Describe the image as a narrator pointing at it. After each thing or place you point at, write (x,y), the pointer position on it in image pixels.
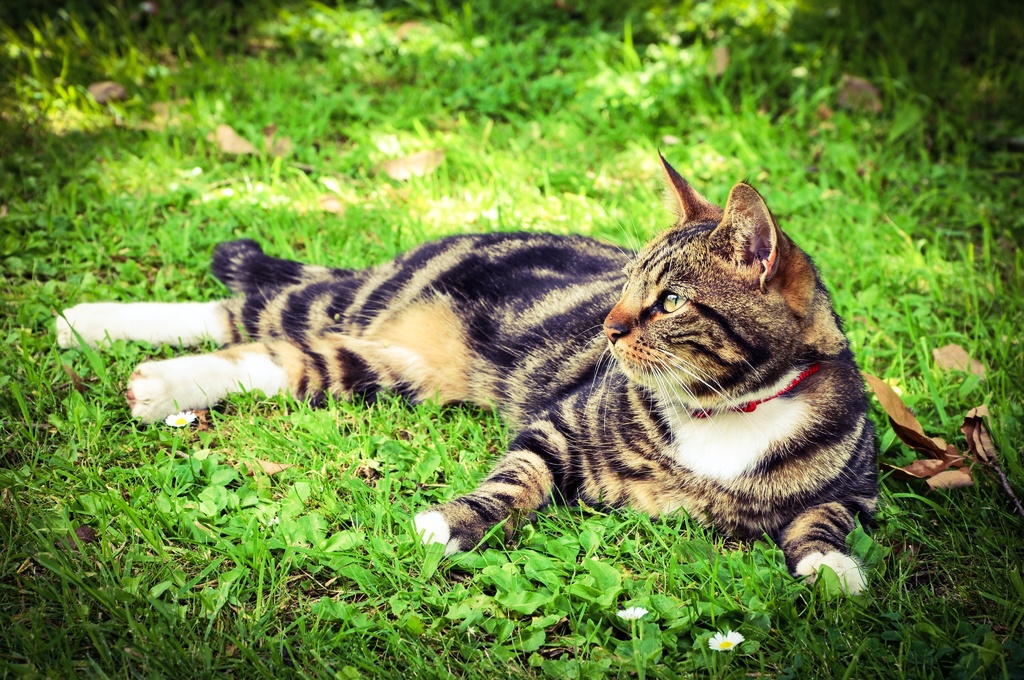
A cat (420,383) is laying on the grass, it is in black, brown and white colors.
